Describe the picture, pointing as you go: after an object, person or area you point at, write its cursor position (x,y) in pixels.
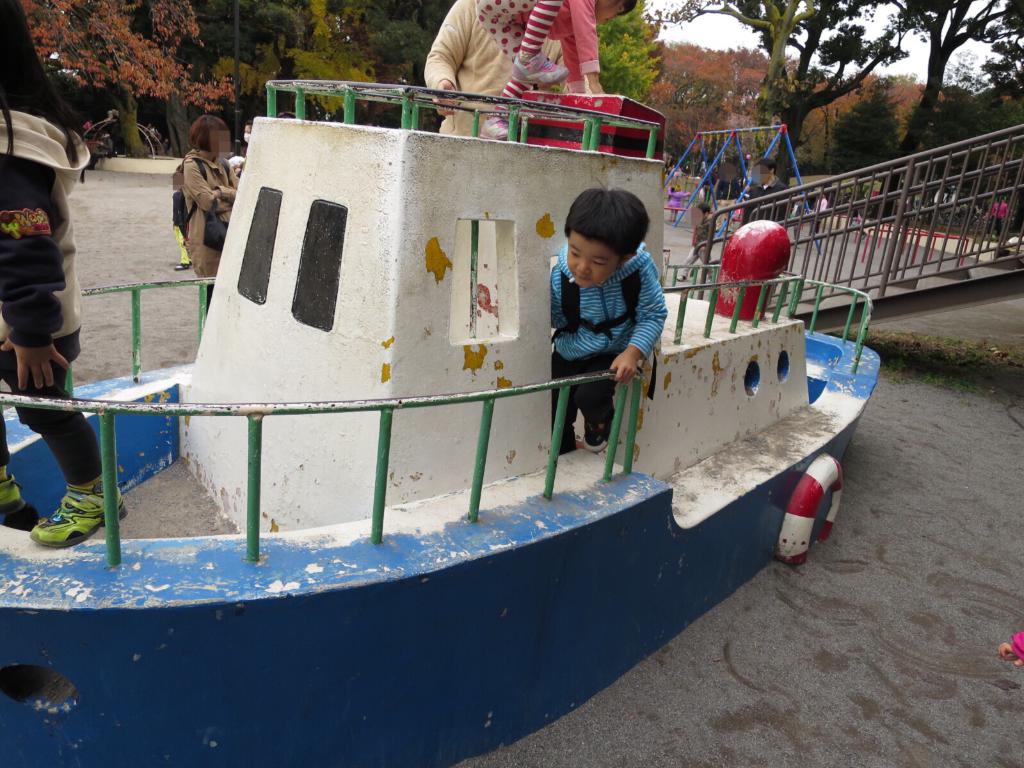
In this picture we can see the view of the white and blue playground boat (388,420) in the garden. In the front (425,503) there is a small boys (609,335) standing in the boat (784,234). Behind we can see the iron steps (885,252) and some trees (887,160).
